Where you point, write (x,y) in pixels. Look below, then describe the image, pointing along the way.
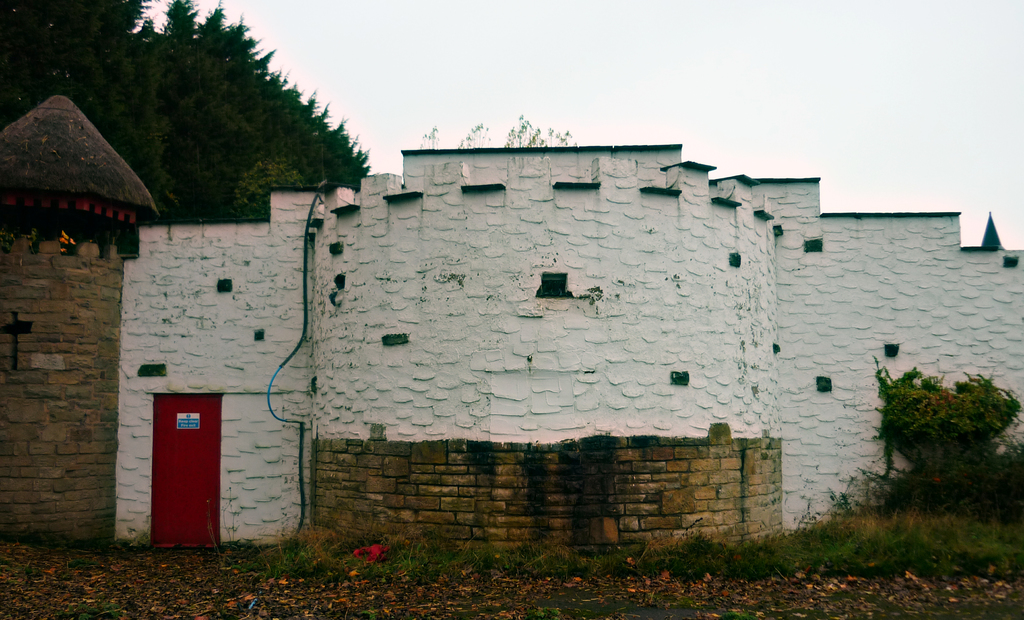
In the picture I can see a building (439,358) and a red color door (210,478). I can also see the grass (318,540), plants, trees (262,128) and the sky (549,110).
